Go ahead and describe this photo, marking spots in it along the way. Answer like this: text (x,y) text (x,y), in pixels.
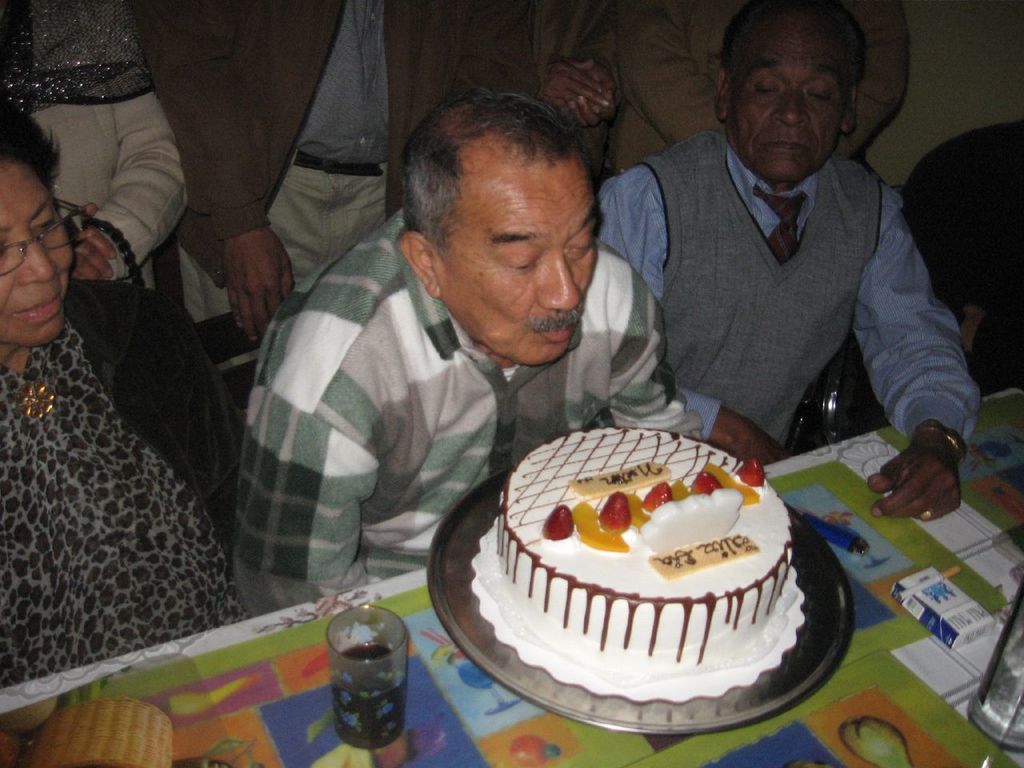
This image is taken indoors. At the bottom of the image (208,718) there is a table (891,750) with a tablecloth (904,526), a glass (347,721), a tray (598,701) with a cake (706,532) and a few things (992,723) on it. In the background (925,86) there is a wall (953,51). A few people (377,70) are standing. On the left side of the image (86,435) a woman (63,494) is sitting on the chair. In the middle of the image (525,355) two men (517,343) are sitting on the chairs (844,415).
